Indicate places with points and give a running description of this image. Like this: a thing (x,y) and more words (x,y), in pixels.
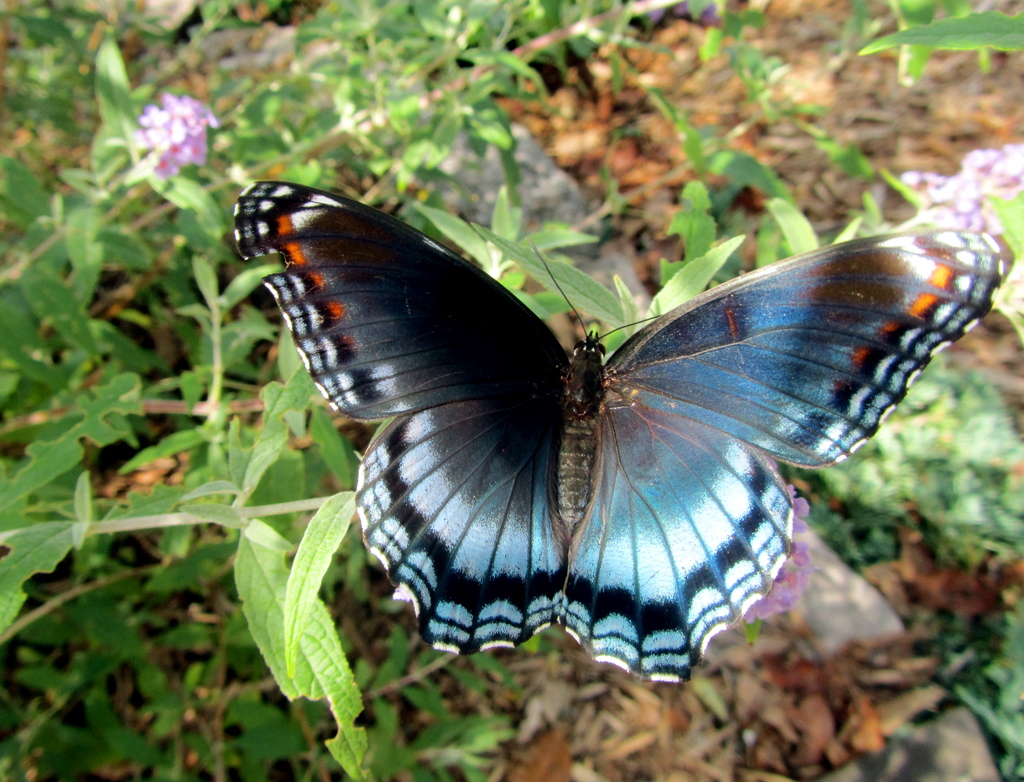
In this image, we can see a butterfly (545,469) on the plant (291,634).
